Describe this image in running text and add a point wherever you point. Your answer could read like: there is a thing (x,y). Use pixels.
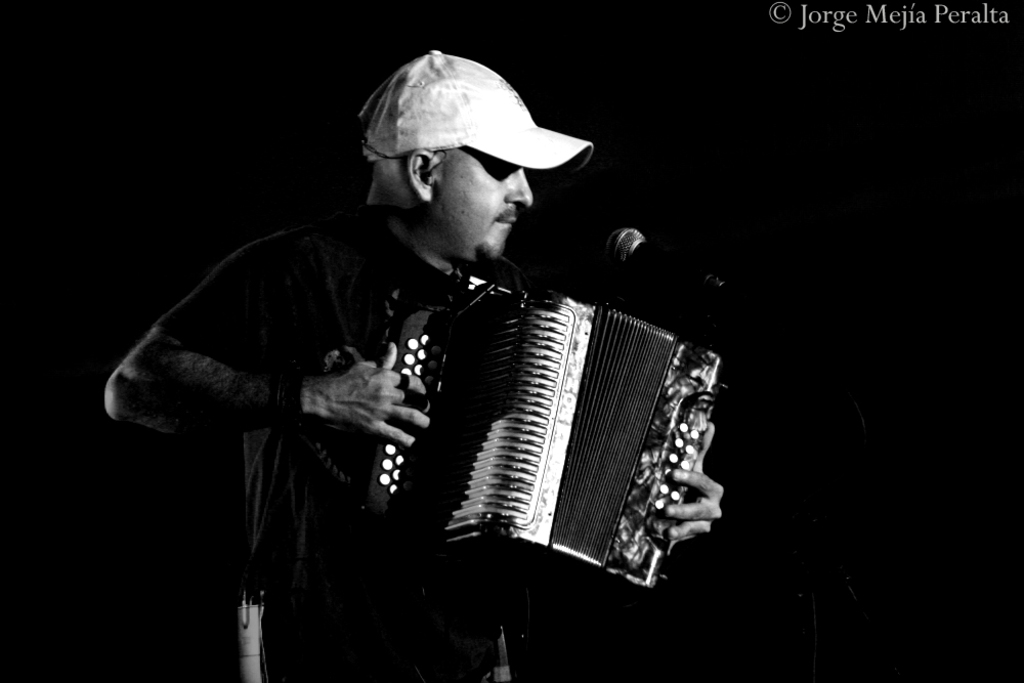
In this image we can see a person (503,145) standing and playing a musical instrument (566,406). In front of him we can see a microphone (675,258) and dark background (200,116).
